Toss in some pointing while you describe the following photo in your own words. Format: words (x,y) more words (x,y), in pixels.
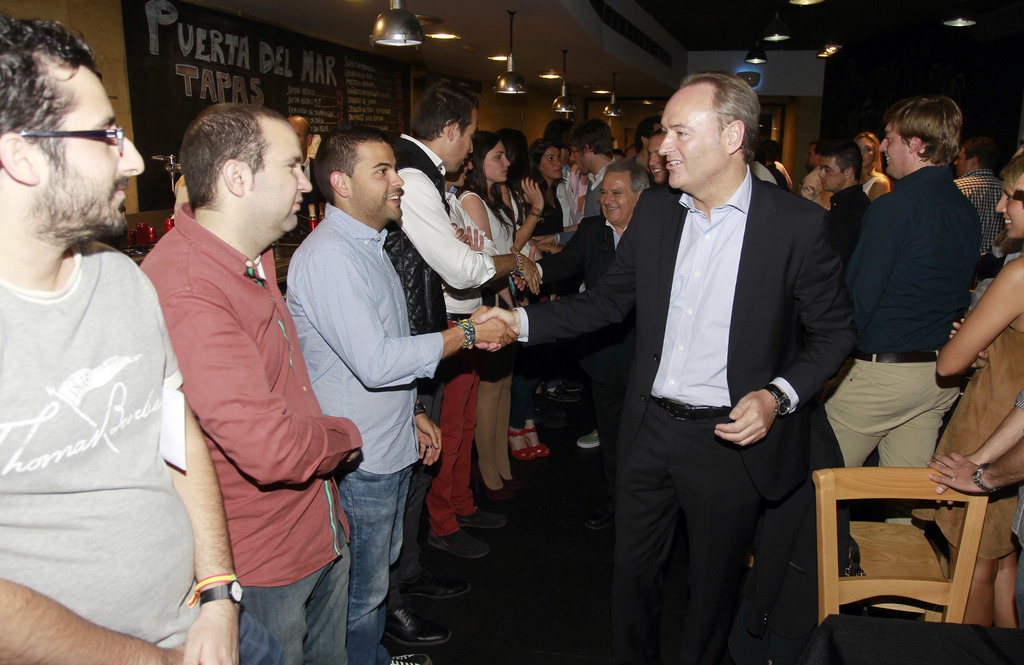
In this picture there is a man (748,130) who is wearing blazer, shirt (704,311), watch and trouser (730,541), he is shaking hands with a man (434,338) who is wearing shirt (432,365), jeans (367,595) and shoes (394,655). On the left (9,151) there is a man (24,134) who is wearing spectacle (124,137), t-shirt (144,354) and watch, beside the man (232,407) who is wearing a red shirt (241,425) and jeans (241,615). In the bottom right corner (926,584) we can see the woman (1004,276) who is standing near to the table (894,631) and chair (915,598). In the background (891,220) we can see many peoples (860,225) were standing on the floor (588,423). At the top (567,111) we can see many lights (777,40) which is hanging from the roof (791,28). In the top left (142,102) we can see the poster (263,84) on the wall (109,46).
